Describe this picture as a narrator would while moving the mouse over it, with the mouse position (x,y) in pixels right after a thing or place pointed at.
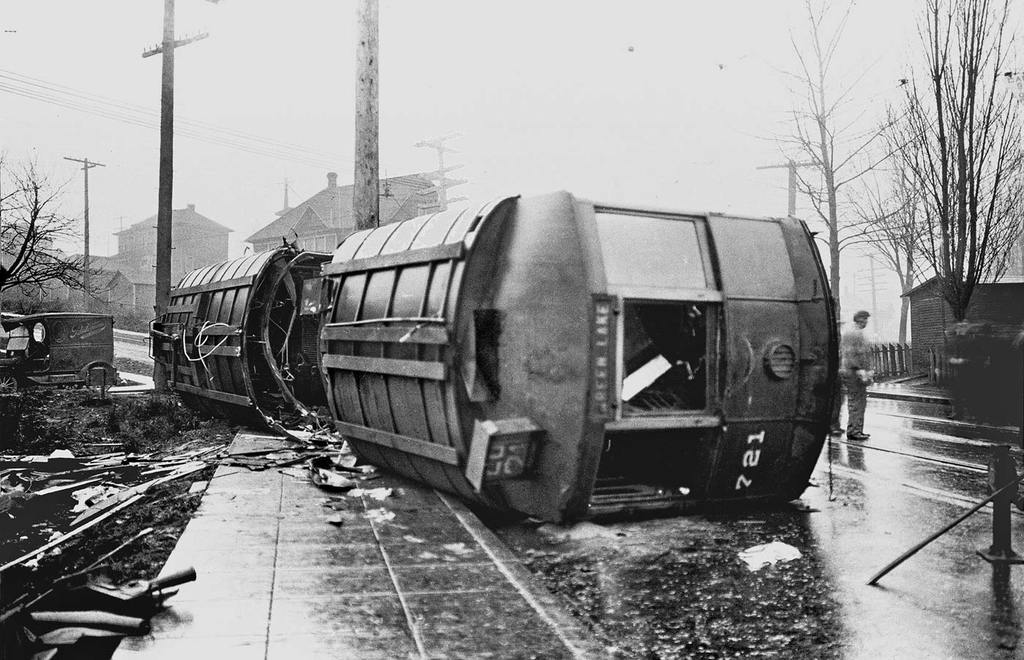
This is a black and white picture. In this picture we can see a person (851,347) standing on the road (858,534), grass (229,425), trees (969,288), buildings (326,243), poles (163,176), some objects (490,224) and in the background (53,211) we can see the sky (264,72).
